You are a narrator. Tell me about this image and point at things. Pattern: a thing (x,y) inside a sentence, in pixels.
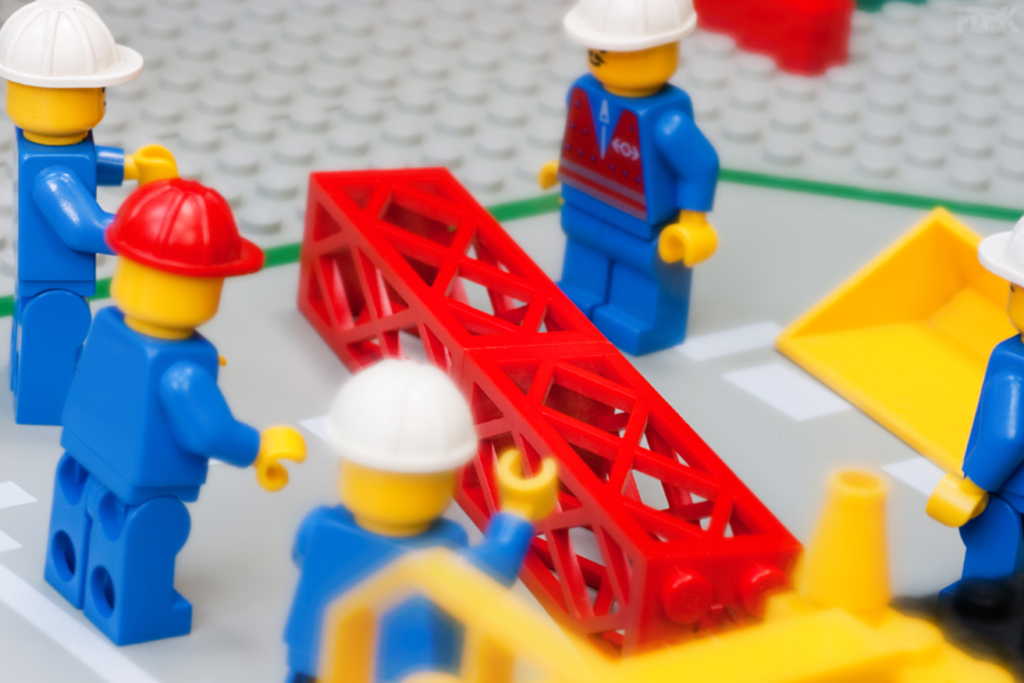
In the image in the center (438,446) we can see different toys (133,210) in blue and yellow color. And in middle (517,357) there is a red color pole type structure (513,438). And we can see toys (646,105) wearing different color caps (366,423).
